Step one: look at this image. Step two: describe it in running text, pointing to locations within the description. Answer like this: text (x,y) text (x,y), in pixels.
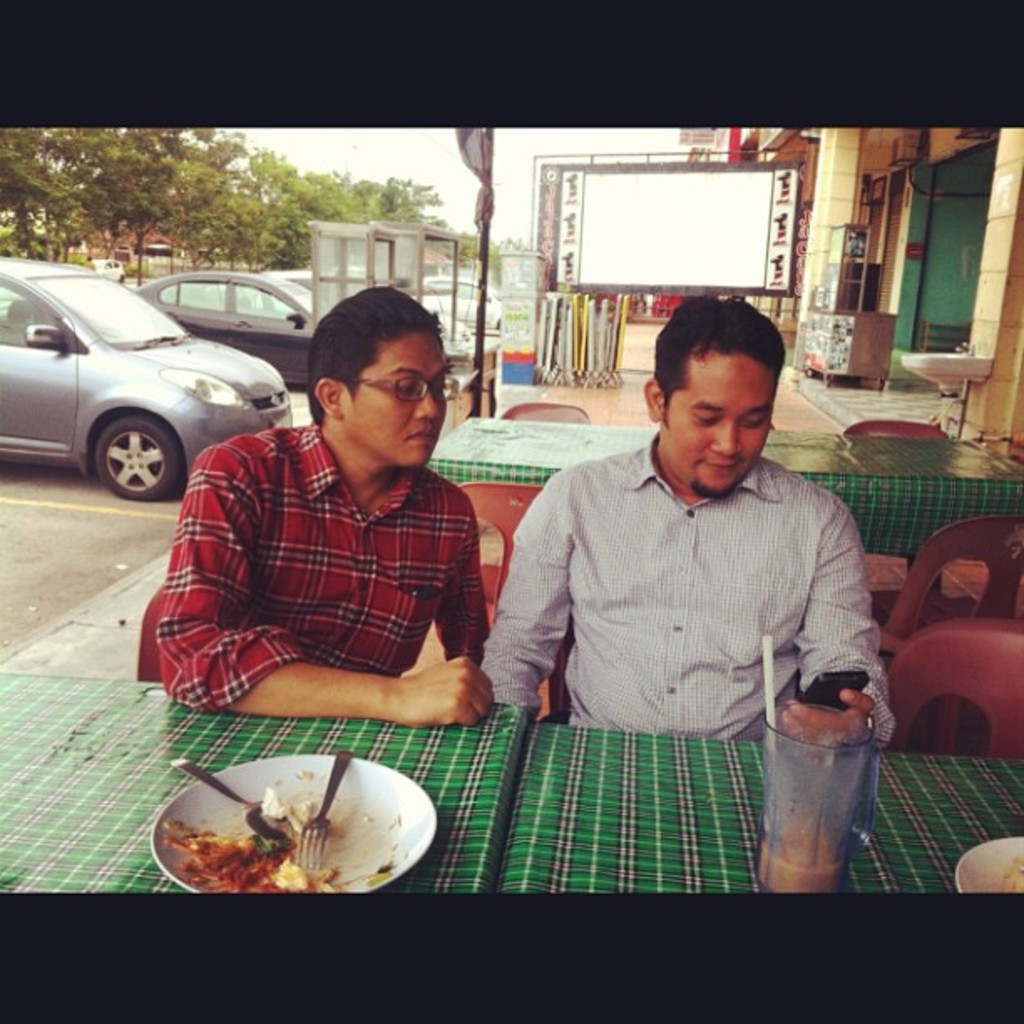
In this picture I can see there are two men (652,654) sitting and the person (737,561) on to right (737,561) is operating a mobile phone (852,680) and the person (369,426) on to left (288,458) is wearing spectacles (423,396) is looking into the mobile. In the backdrop (515,476) there is another table (496,452) with chairs (896,700) and there is a building (977,219), trees (326,218), cars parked here and there are few cars (56,293) parked on the road (67,597). The sky (473,227) is clear.
